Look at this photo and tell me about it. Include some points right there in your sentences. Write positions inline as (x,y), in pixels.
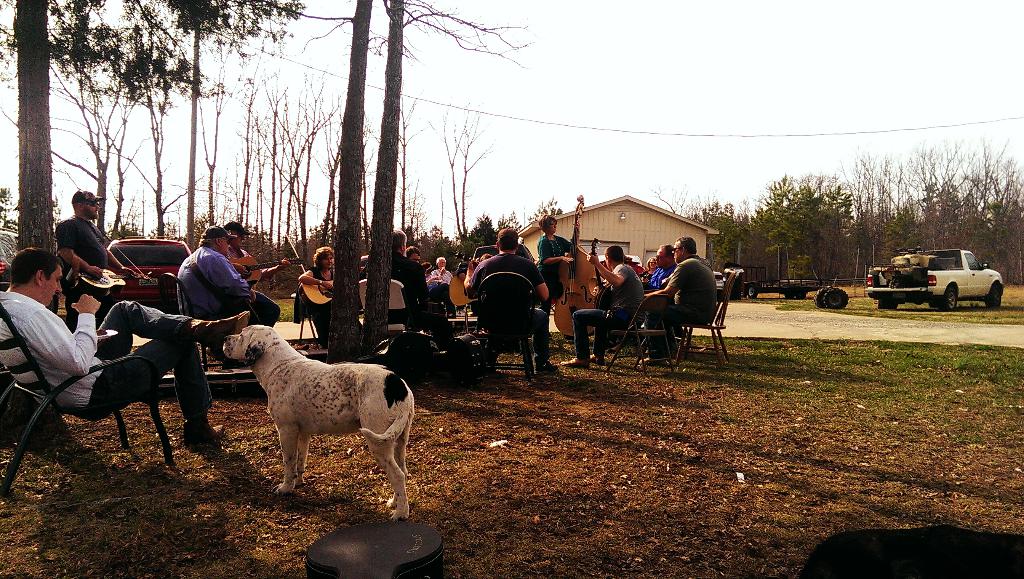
In this picture we can see some people (612,319) are sitting on chairs (402,295) and two people (99,253) are standing and the people (585,317) are playing some musical instruments (453,289) and on the ground (426,389) there is a dog (295,403) and a guitar case (352,551). Behind the people (138,315) there is a house (616,244) and some vehicles (882,269) parked on the path (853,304). Behind the vehicles (872,268) there are trees (948,240) and the sky (664,79).
